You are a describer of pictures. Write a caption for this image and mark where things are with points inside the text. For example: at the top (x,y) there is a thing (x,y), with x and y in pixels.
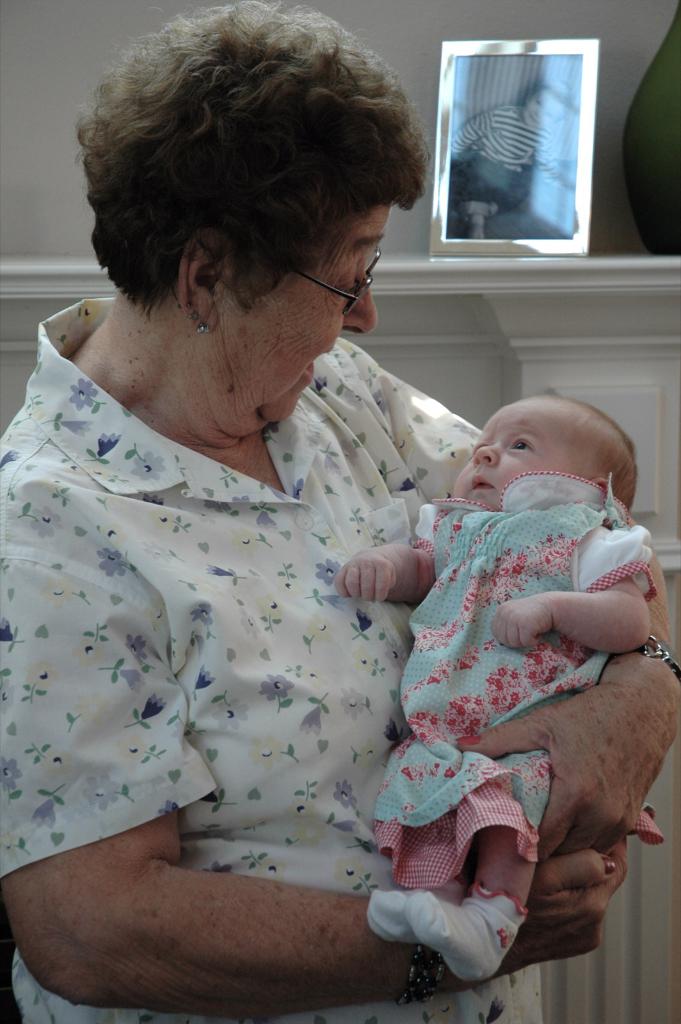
In this image there is a woman (268,326) holding a baby (568,599) in her hand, in the background (73,22) there is a wall (73,22), on that wall (498,13) there is a photo frame (451,154).
